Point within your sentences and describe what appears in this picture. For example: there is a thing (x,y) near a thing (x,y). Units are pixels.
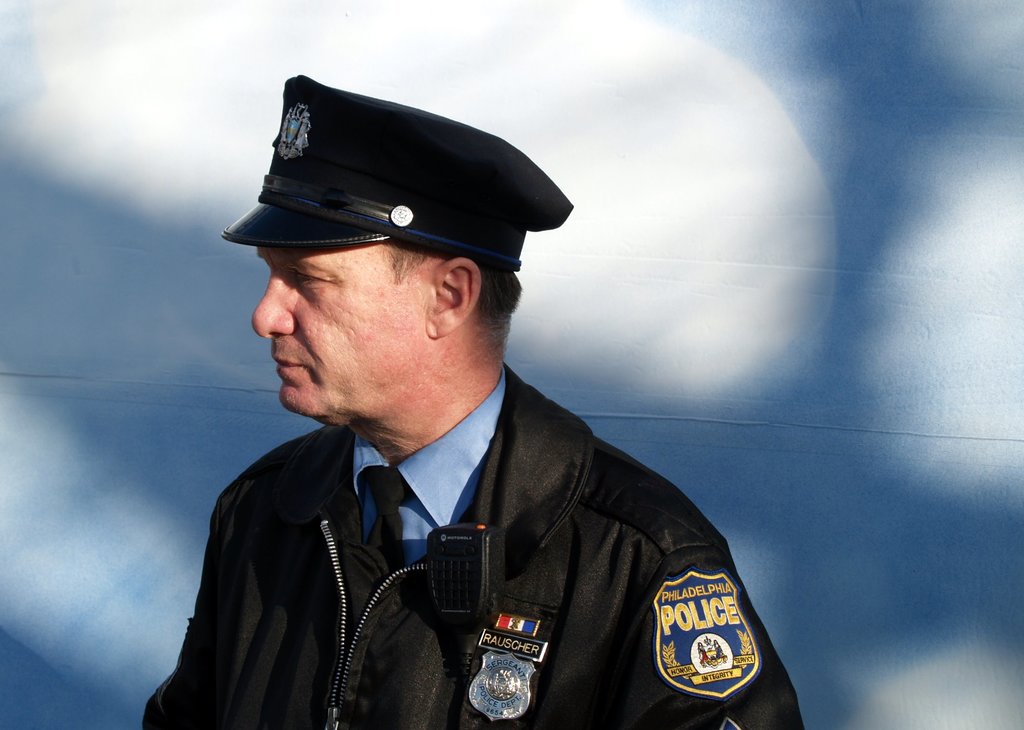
In this image I can see a person (421,516) wearing blue shirt (424,507), black tie (376,494), black jacket (513,558) and black hat (392,182). In the background (621,441) I can see the blue and white colored wall (697,279).
